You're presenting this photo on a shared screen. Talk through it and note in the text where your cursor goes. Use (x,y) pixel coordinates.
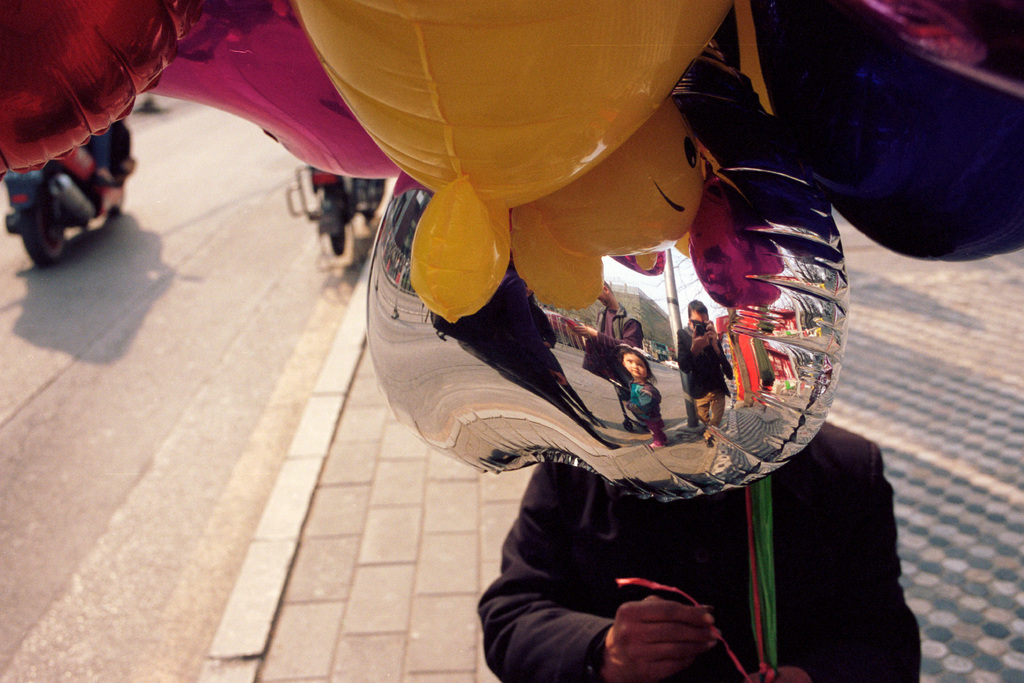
In this picture we can see a person (661,575) holding balloons (713,388) and on the left side of the balloons (63,155) there are vehicles (81,189) on the road (96,299). On the balloon (582,367) we can see the reflection (582,367) of the people (524,327), pole (670,308), building (641,299) and a sky (691,297).
